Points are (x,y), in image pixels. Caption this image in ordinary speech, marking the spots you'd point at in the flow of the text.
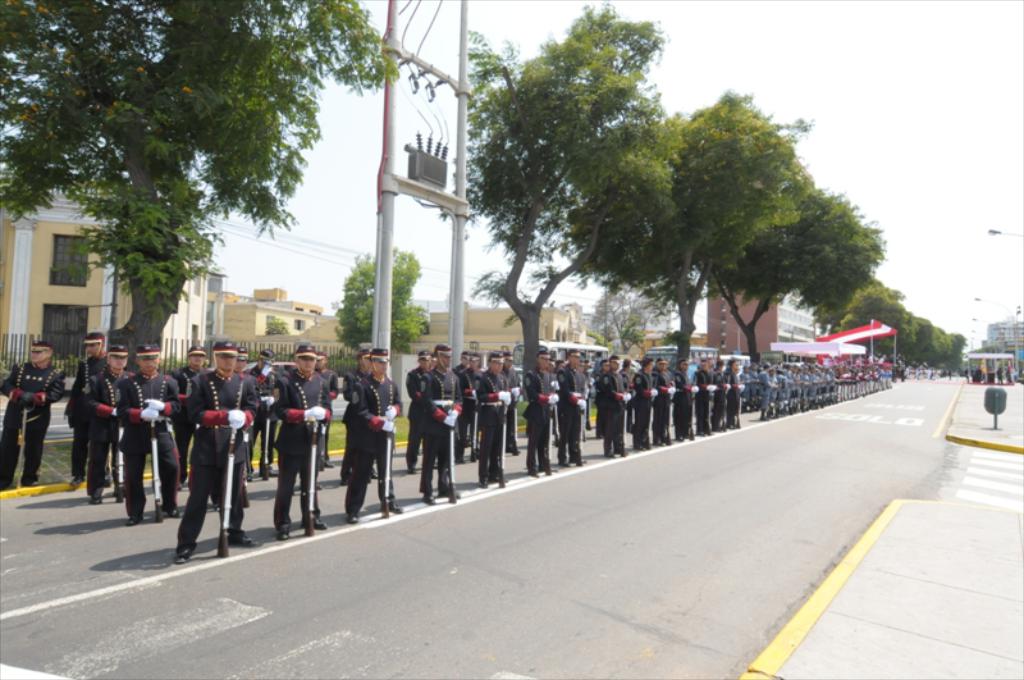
There are many people (589,385) standing, wearing cap (218,351) and gloves (241,423) and they are holding guns (583,422). In the back (357,268) there are trees (614,264) and buildings (75,282). Also there is a transformers (431,175). On the right side (886,612) there are sidewalks (1001,416). In the background (873,150) there is sky (825,113).
